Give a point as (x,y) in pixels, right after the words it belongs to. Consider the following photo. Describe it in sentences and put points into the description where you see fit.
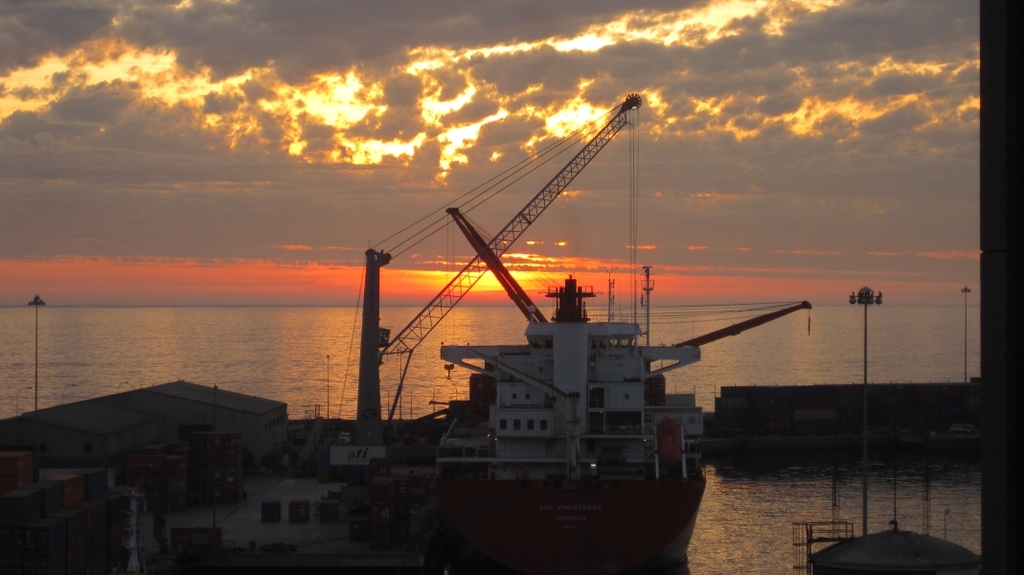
In this image we can see boat station (291,508) in which we can see containers (104,477), house (170,422) and few more things (130,506). Here we can see a ship (574,529) floating on the water (719,487), crane (498,264), ropes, poles (16,417) here. in the background (796,375), we can see water (231,367), cloudy sky (86,216) and sun rays (434,270).
